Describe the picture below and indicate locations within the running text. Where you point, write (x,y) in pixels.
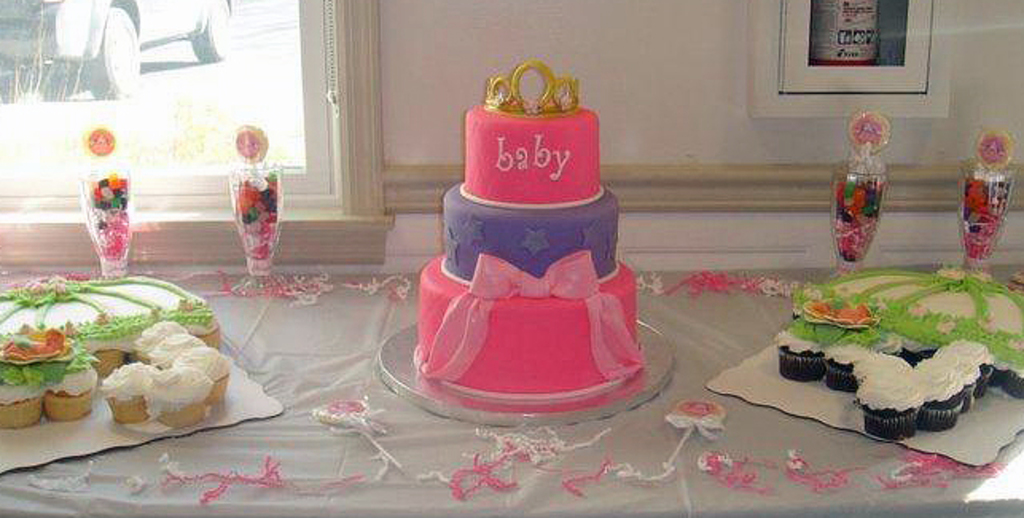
In this image I can see a white colour cloth (370,322) and on it I can see number of cupcakes (952,390), four glasses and three cakes (1003,347). In the centre of the image (473,195) I can see something is written on the cake (589,136). On the right side of the image (910,103) I can see an object (827,45) and on the left side (7,6) I can see a vehicle (54,8) through the window (83,103).
